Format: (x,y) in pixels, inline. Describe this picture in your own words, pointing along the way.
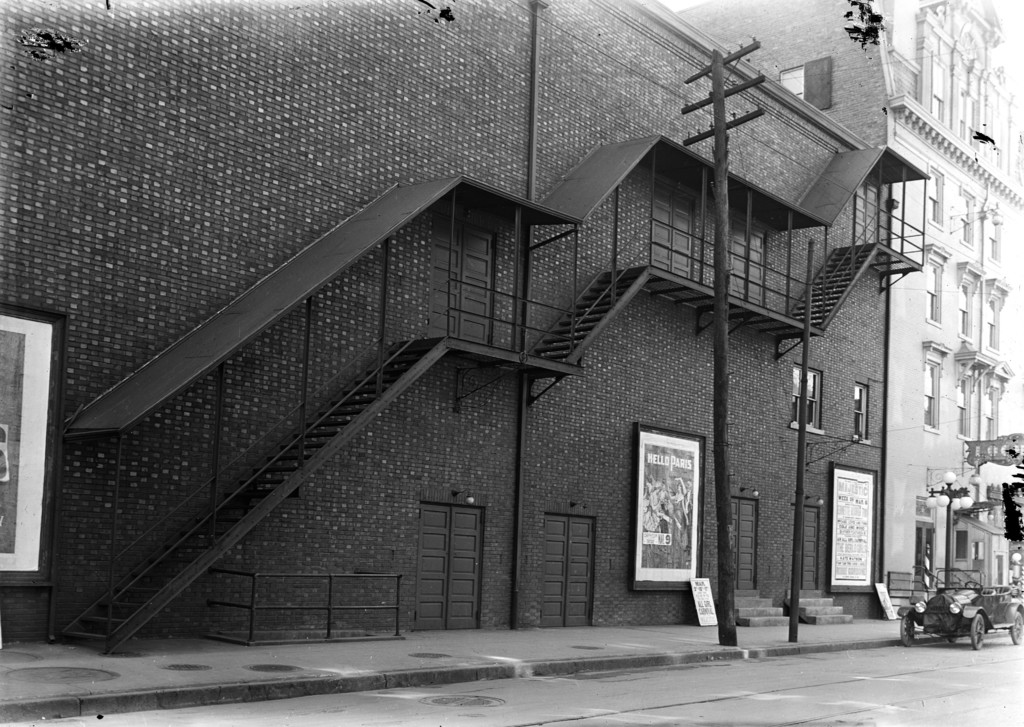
In this picture there is a building (422,222) in the center of the image (411,352), on which there are doors (548,581) and a staircase (851,258), there are posters (841,514) on the building (737,537) and there is another building (920,357) on the right side of the image (979,566) and there is a jeep (971,593) and a lamp pole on the right side of the image (968,605).
